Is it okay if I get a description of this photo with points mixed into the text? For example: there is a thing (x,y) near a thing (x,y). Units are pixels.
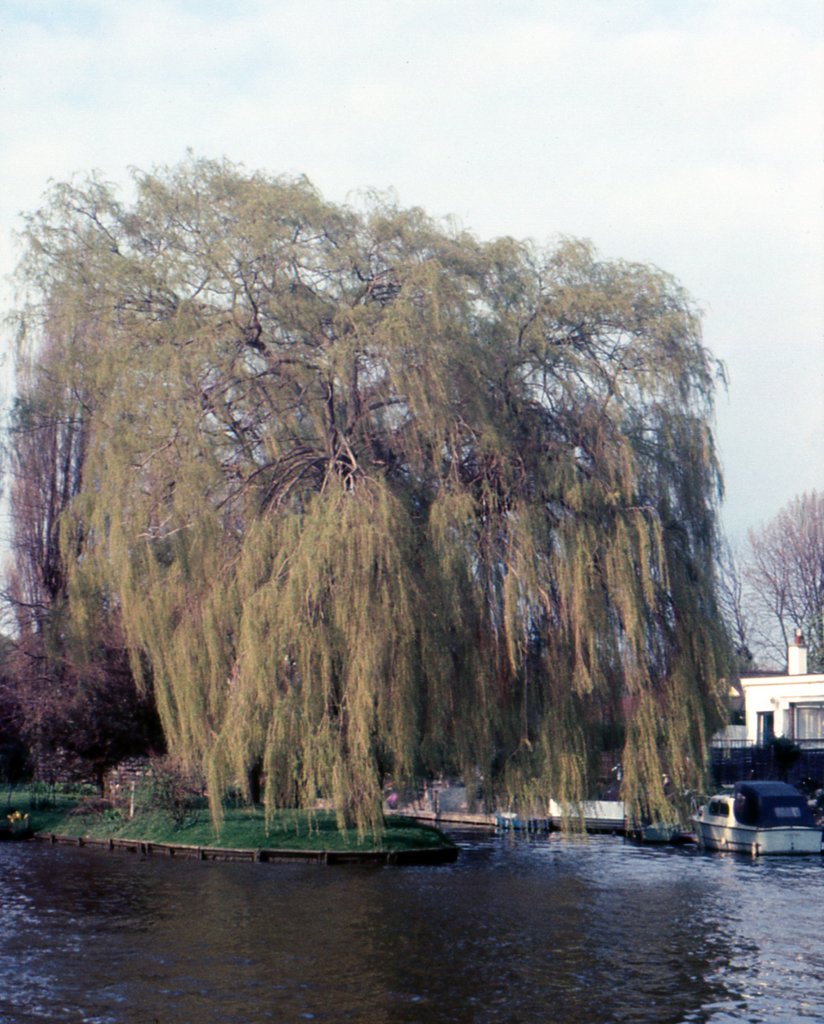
In this image we can see tree (270,805), ground (375,846), water (575,882), buildings (742,707) and sky (314,91) with clouds (735,358).
